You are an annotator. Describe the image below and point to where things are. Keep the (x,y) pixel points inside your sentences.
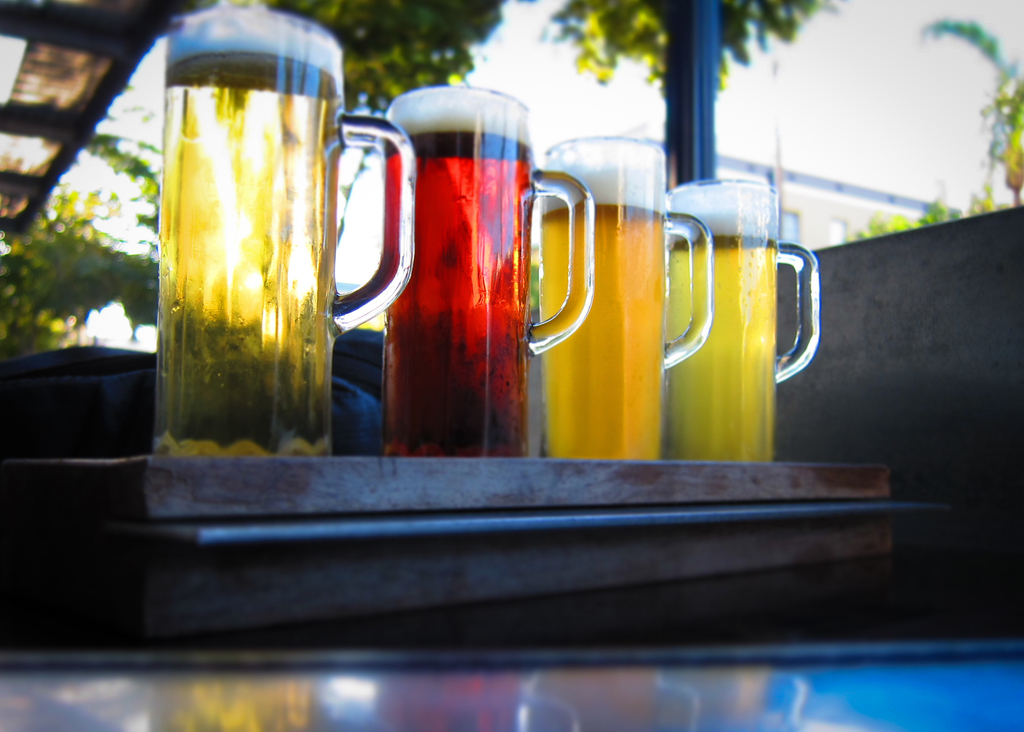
In this picture we can see four glasses (319,262) full of beer (308,443) on the table (52,681), first glass (262,380) contain yellow color beer (263,281) and second glass (464,263) red color, third with orange and fourth not the least contain yellow. Behind that we can see a tree (400,13) and plastic shed (36,79) on the top (60,176).
